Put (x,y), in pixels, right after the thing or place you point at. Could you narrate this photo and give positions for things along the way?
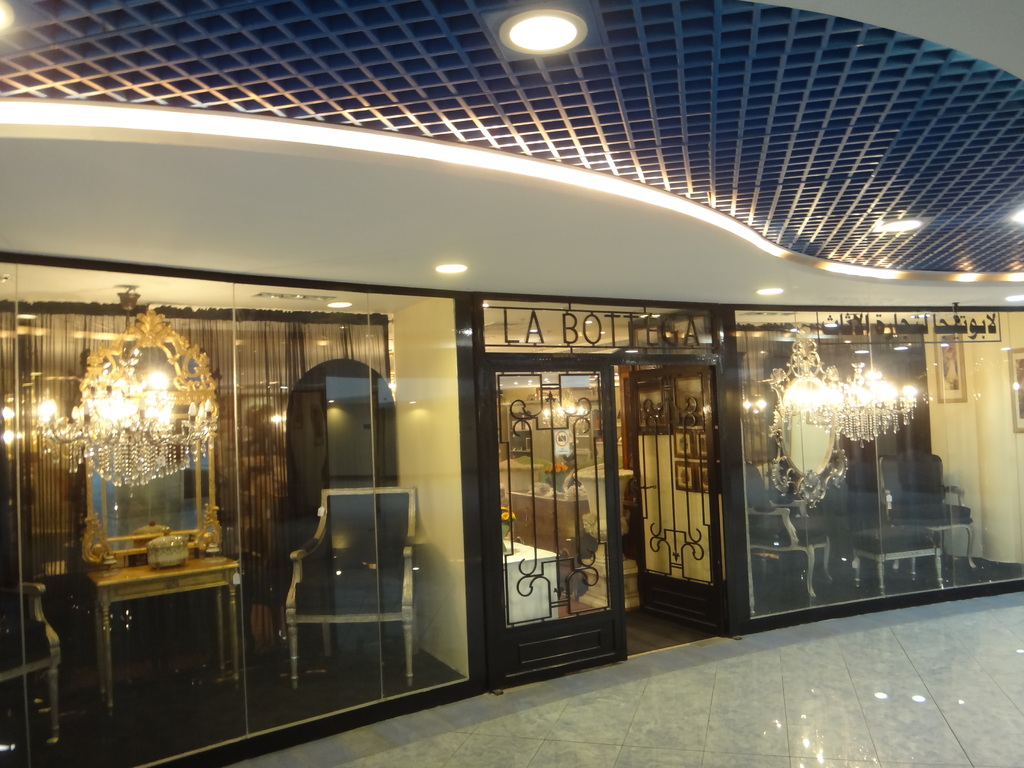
In this image we can see chairs (367,547), a box (171,552) placed on a table (217,580) and some mirrors (203,540) through the glass doors (573,485). In the center of the image (526,500) we can see a vase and a cupboard (569,504). At the top of the image (545,36) we can see lights (549,11) on the roof (542,65).
